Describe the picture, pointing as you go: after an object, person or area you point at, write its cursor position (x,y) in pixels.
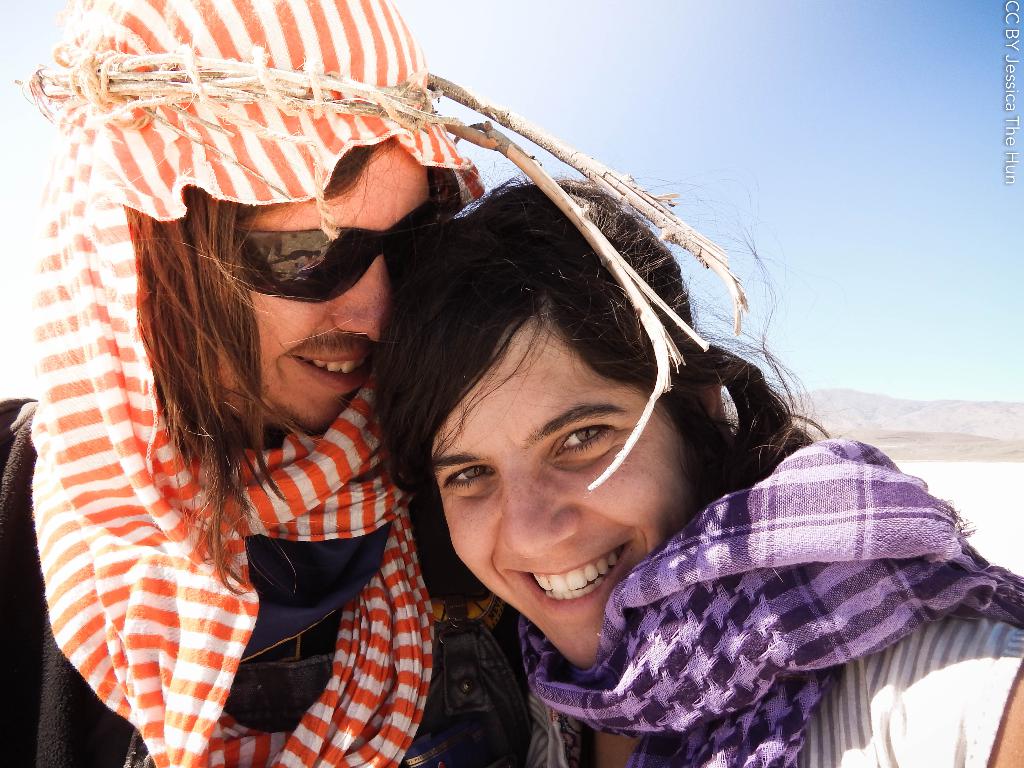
Here we can see a woman (391,392) and a man (278,756). They are smiling and he has goggles (319,257). In the background (1002,304) we can see a mountain (969,433) and sky (821,191).
